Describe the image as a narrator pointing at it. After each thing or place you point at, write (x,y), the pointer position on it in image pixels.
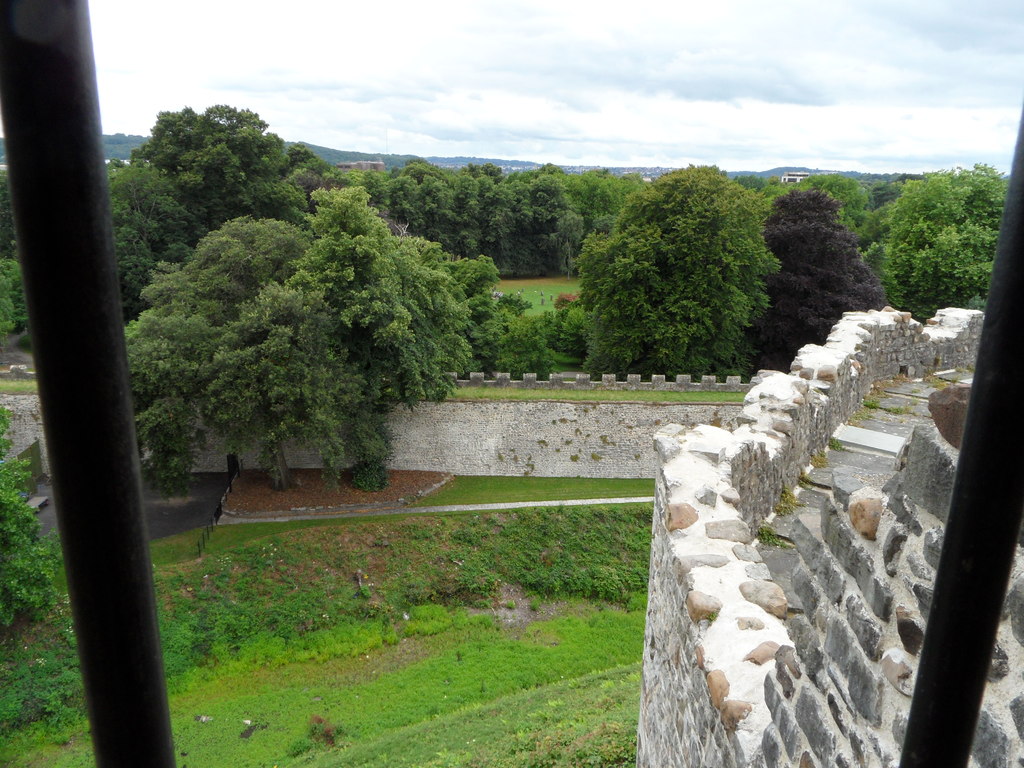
On the left side (70,46), there is a black color pole (83,293). On the right side (951,719), there is another black color pole (971,683) near the brick wall (686,589) on which, there are stones (839,408) arranged. In the background (622,695), there is grass (549,667), there are plants (609,745) and trees (421,220) on the ground (439,651), there is a wall (628,426), a mountain (503,161) and there is sky (515,79).
